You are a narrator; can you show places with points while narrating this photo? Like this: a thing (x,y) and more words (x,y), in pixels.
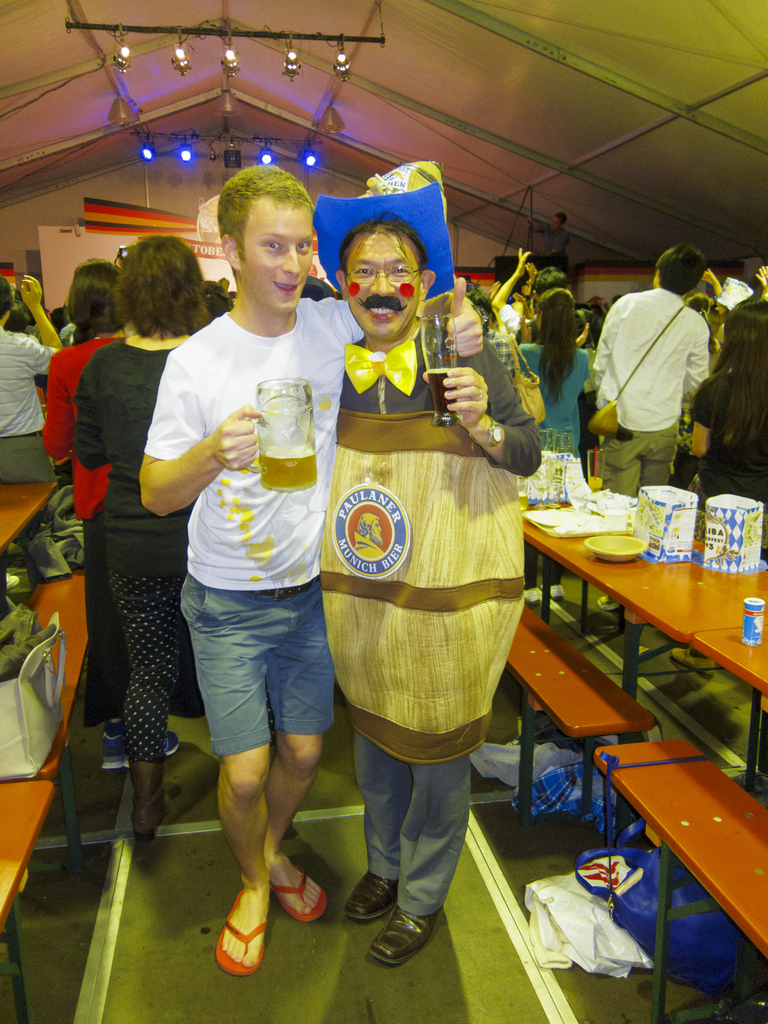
In this image there are two people (245,795) standing together in which one of them is holding mug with beer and other one is wearing drama costume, beside them there is a table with some food stuff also there are so many people (686,254) standing behind them.
